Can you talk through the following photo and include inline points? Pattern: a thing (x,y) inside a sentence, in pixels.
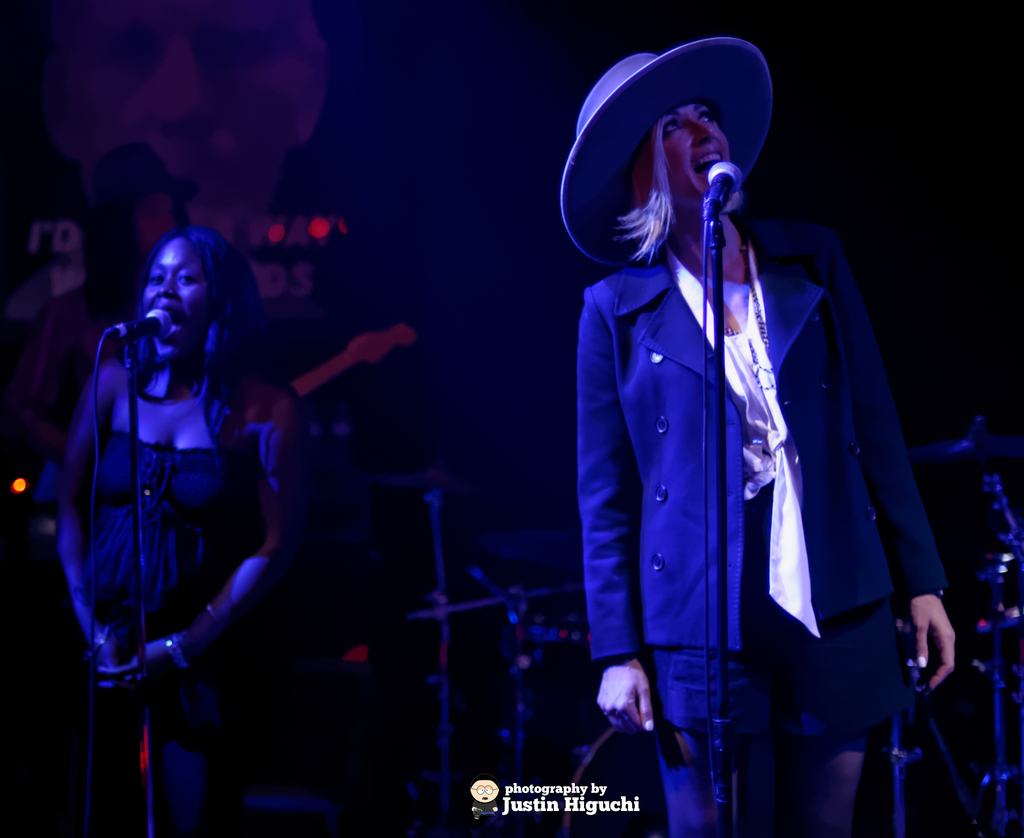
Here in this picture we can see two women (620,395) standing over a place (411,454) and singing a song in the microphone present in front of them and the woman (587,371) on the right side (753,343) is wearing a hat (720,87) on her and behind them we can see people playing musical instruments (520,732) over there.
